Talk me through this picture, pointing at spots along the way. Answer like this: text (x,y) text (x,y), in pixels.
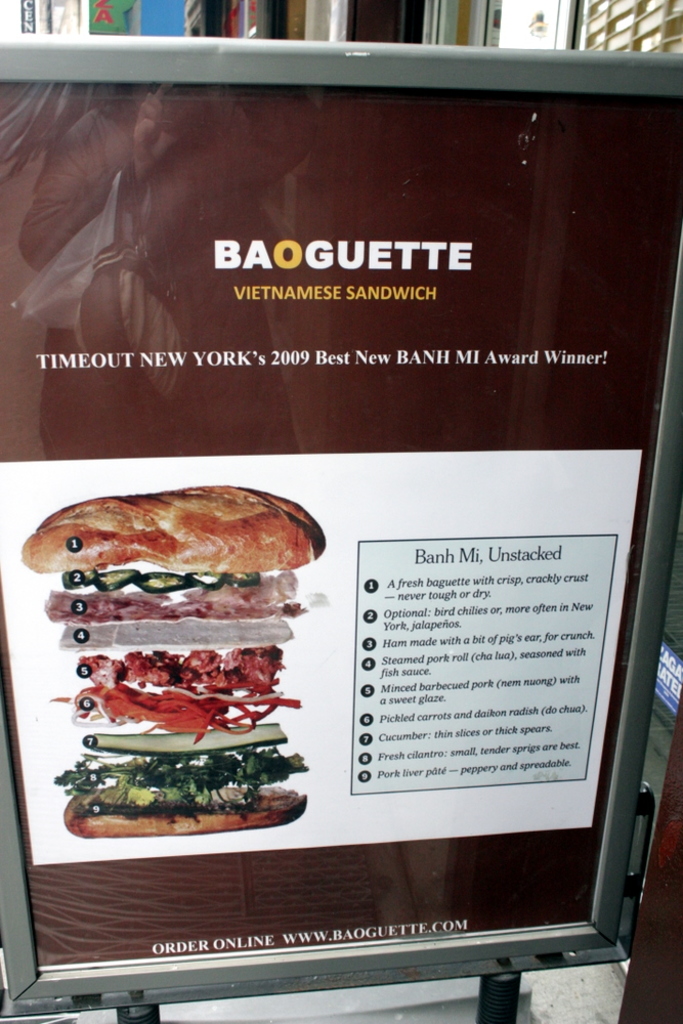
There is a board (237,396) with a poster (187,650). On that something is written. Also there is a food item (129,639).
